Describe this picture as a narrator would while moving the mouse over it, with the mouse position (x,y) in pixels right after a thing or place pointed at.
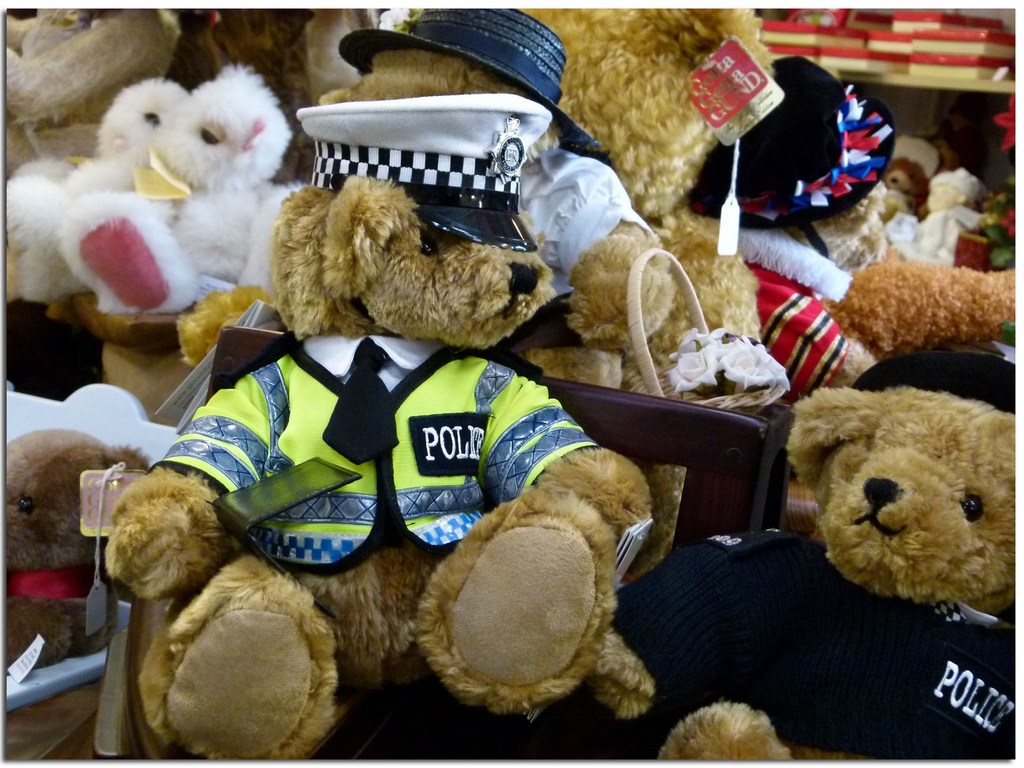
This picture shows few soft toys (420,506) and we see few boxes (906,66) in the shelf (928,37) and few caps (454,29) on the toys (863,215).
